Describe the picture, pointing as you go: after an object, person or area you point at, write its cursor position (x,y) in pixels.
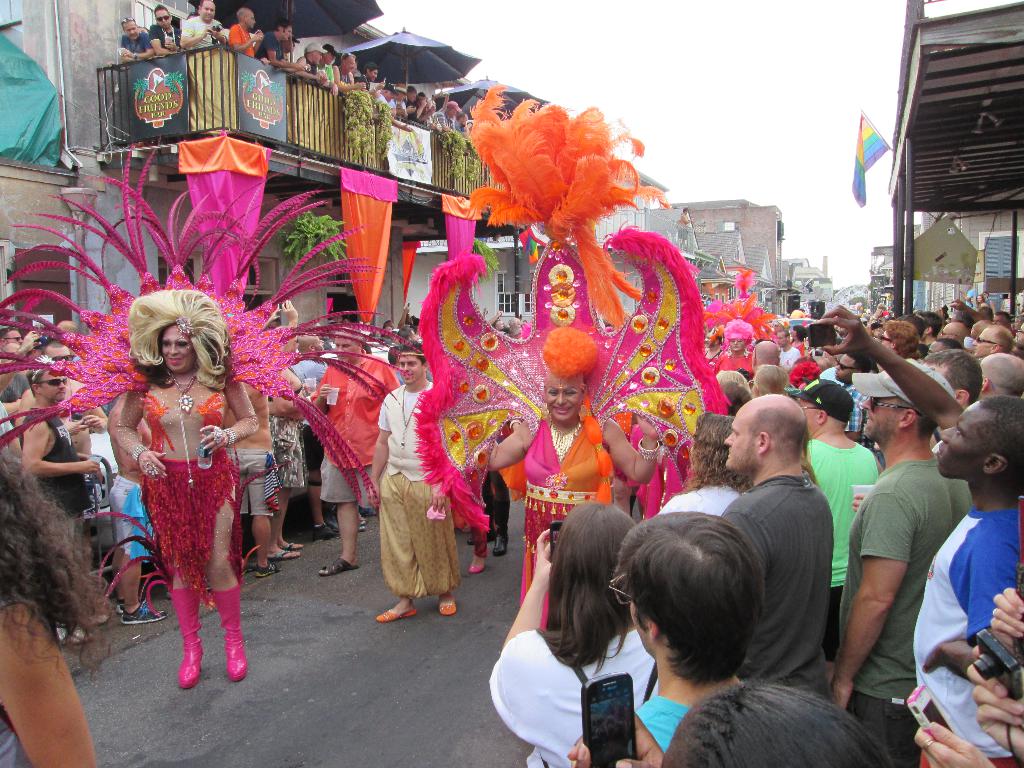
In this image we can see a few people (648,377), among them some people (584,377) are in costume (551,361) and some people (581,530) are holding the objects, there are some buildings (415,284), umbrellas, poles (908,280), grille (128,93) and posters (261,103) with text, in the background (845,167) we can see the sky (753,180).
